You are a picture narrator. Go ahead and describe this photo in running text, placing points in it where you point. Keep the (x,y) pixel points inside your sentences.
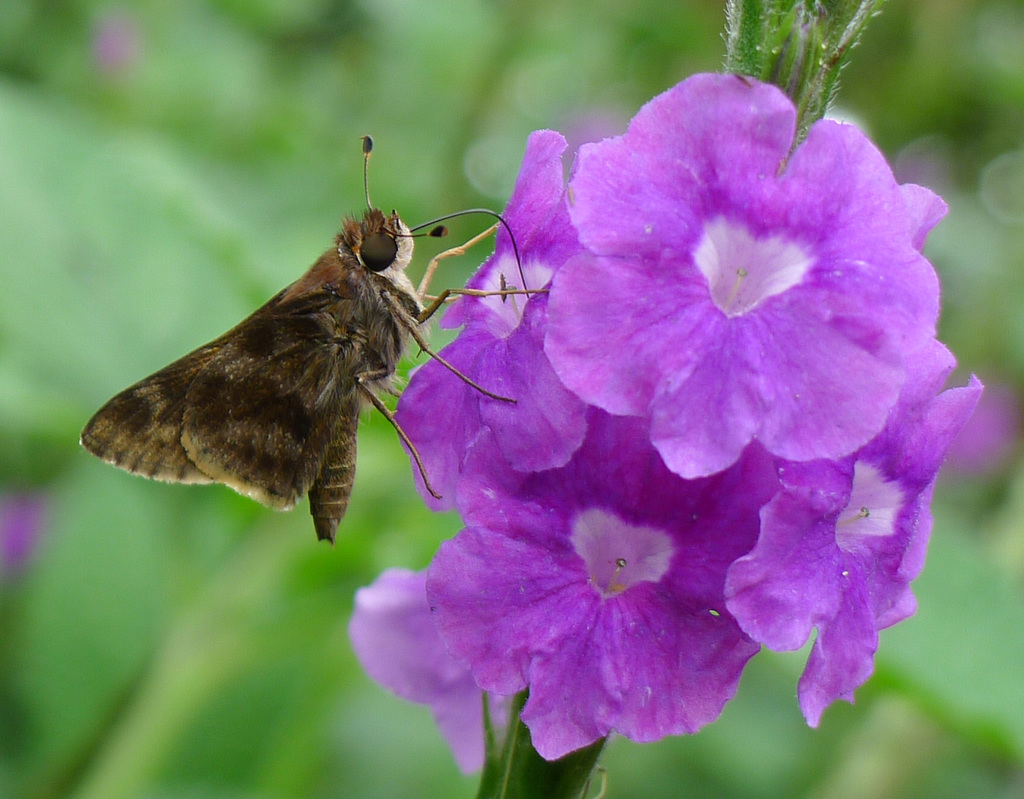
In this picture we see a butterfly (207,402) sitting on a purple flower (655,389) with green leaves (15,692).
